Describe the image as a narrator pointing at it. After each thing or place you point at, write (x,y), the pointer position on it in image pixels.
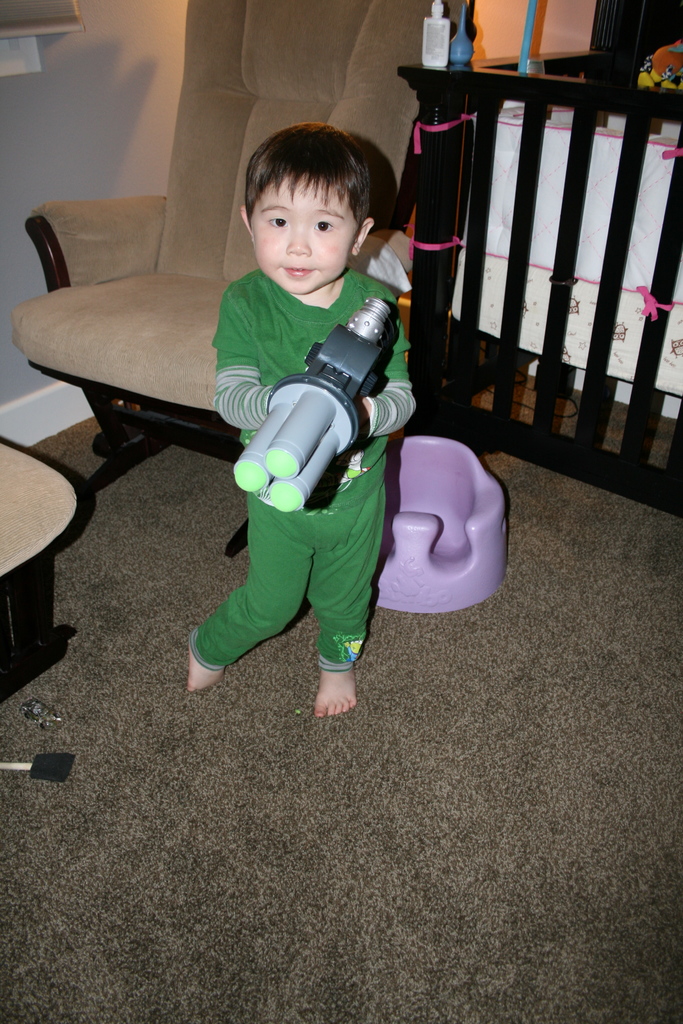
The boy (291,575) in the middle of the picture (372,406) wearing a green T-shirt (305,354) is standing and he is holding an object (323,375) in his hands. Behind him, we see a chair (160,329) and a violet color stool type (433,527). On the left side (13,669), we see a stool (66,501). Beside the chair (360,114), we see the railing (611,331). In the background (163,86), we see a white wall (143,94). At the bottom (372,885), we see a grey color carpet (306,899).
